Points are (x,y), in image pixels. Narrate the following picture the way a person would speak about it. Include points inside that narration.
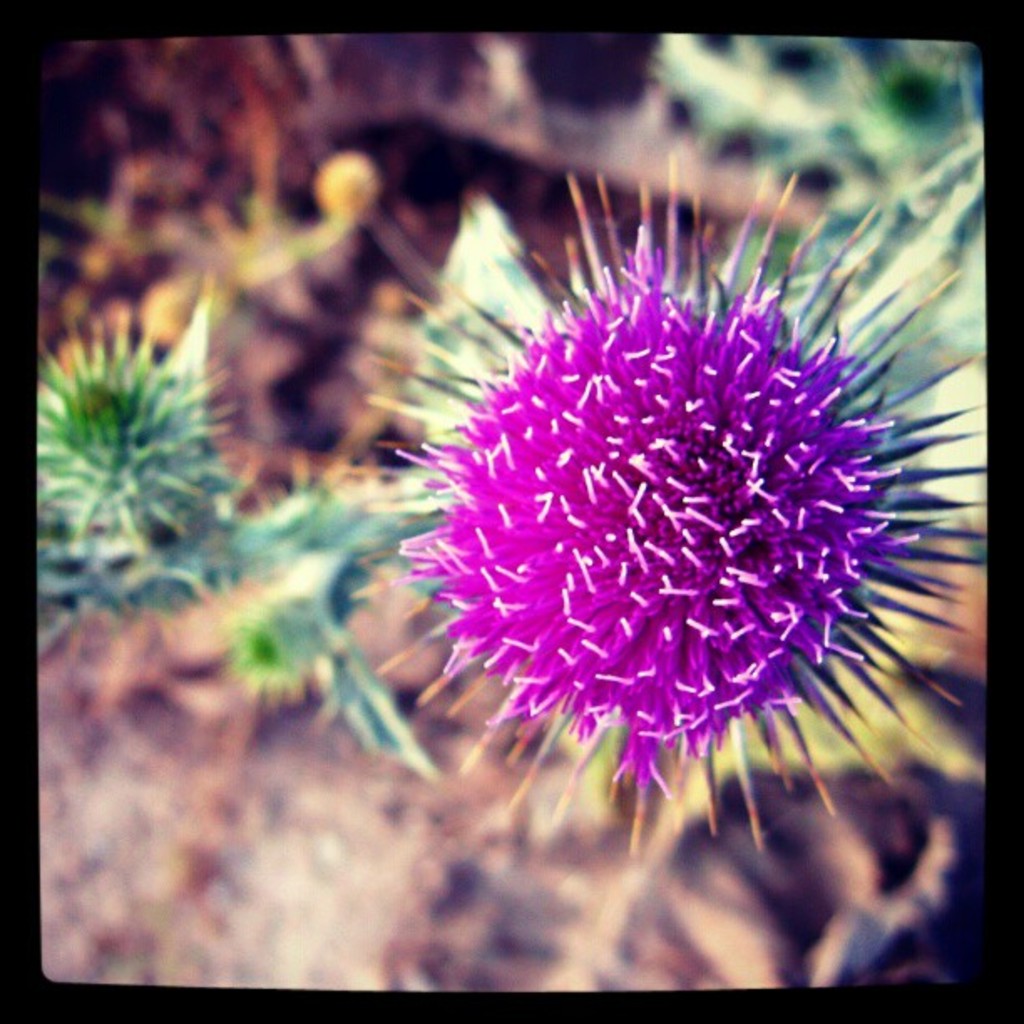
This is an edited image in this image there is a flower plant (566,353), in the background (562,169) it is blurred.
